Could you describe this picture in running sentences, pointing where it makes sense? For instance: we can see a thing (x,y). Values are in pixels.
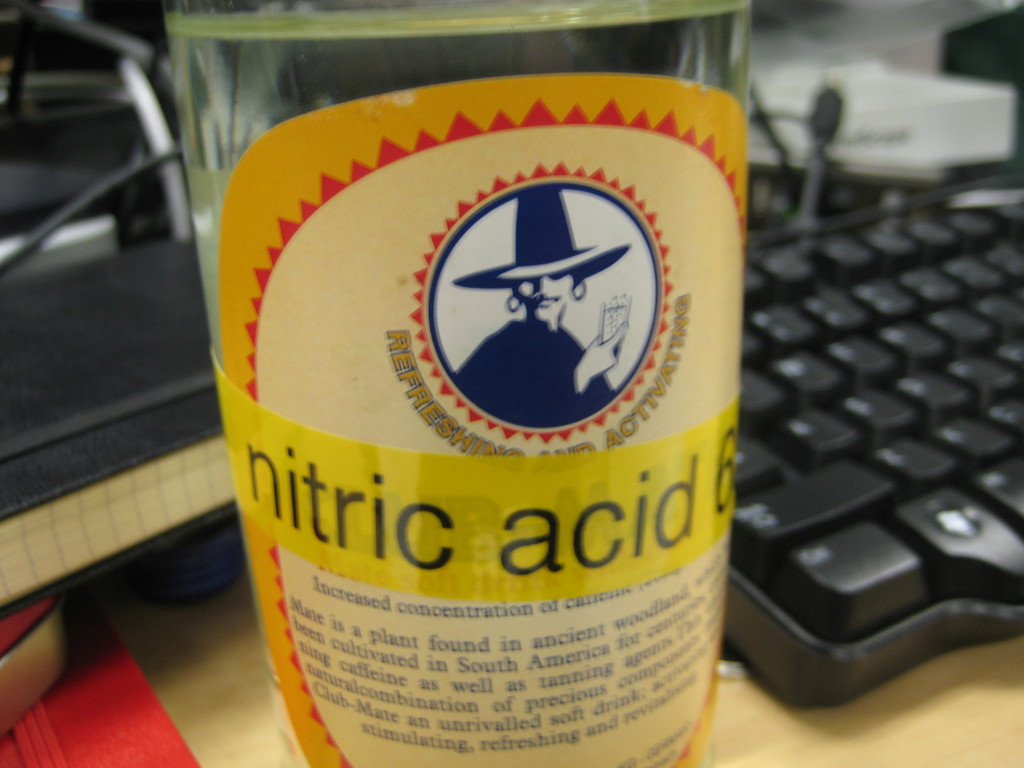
In this image there is a bottle (606,361) with a liquid (609,17) in it and a label (537,259) to it, and there is a keyboard (981,584) and some other items (885,122) on the wooden board (885,740).
